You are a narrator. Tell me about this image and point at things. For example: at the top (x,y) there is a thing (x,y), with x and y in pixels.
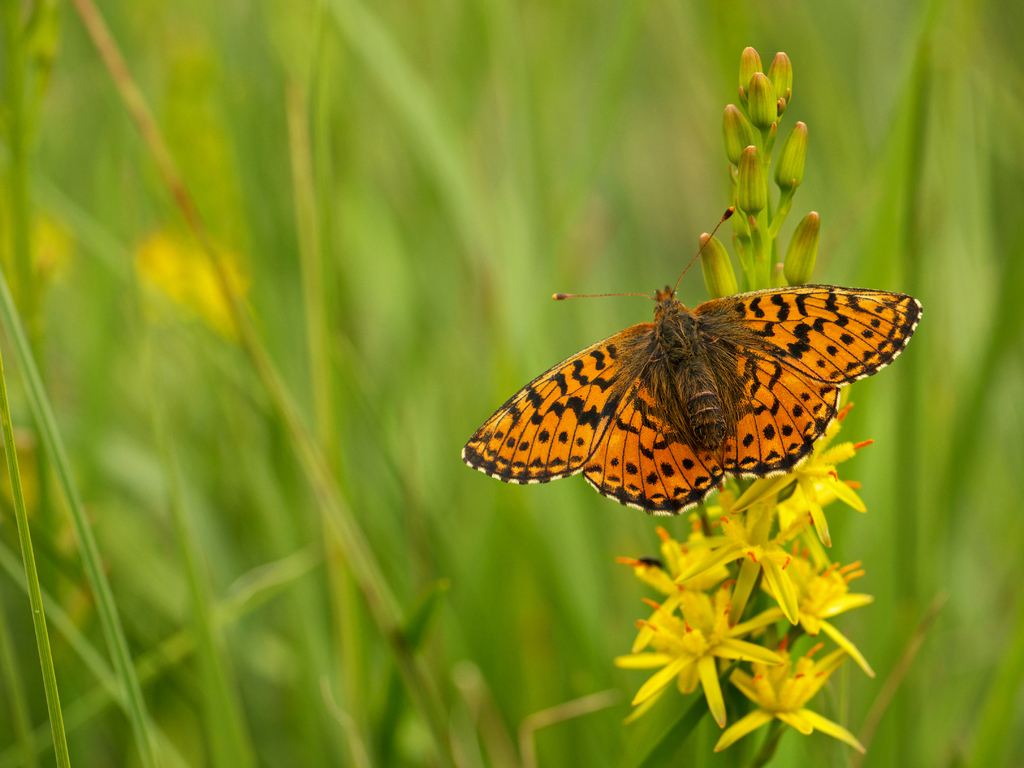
In this image I can see a butterfly (739,408) is on the yellow and orange color flowers (753,556). Butterfly (630,466) is in orange and black color. Background (112,322) is in green color.
